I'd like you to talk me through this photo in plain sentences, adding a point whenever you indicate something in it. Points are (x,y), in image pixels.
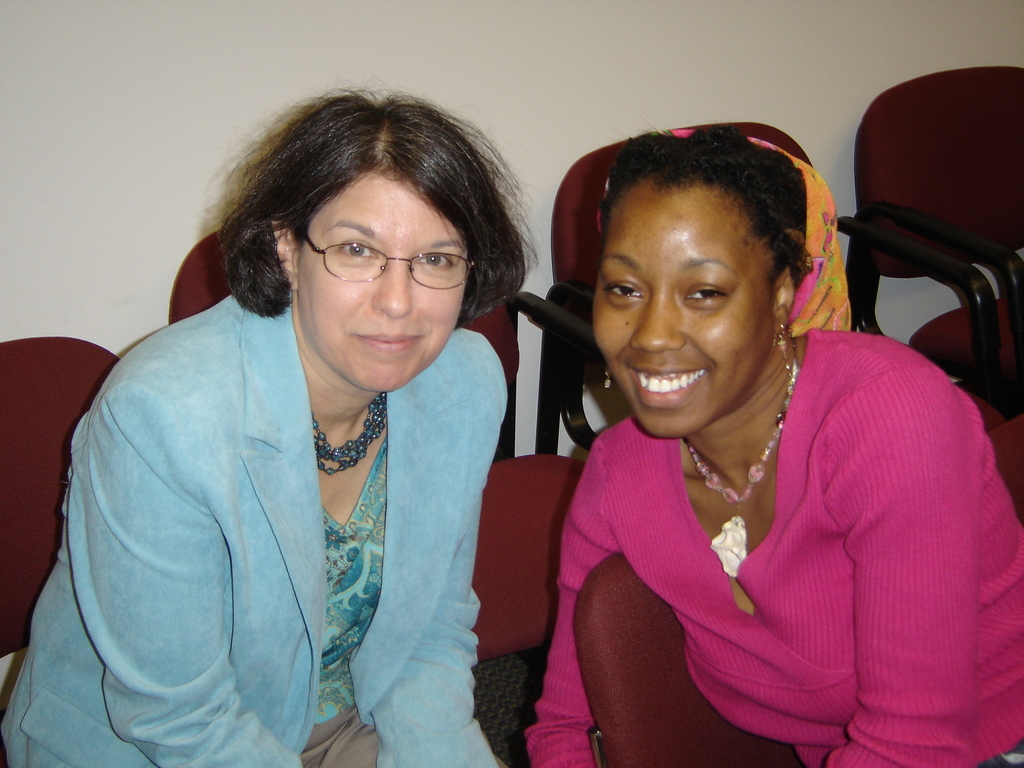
In this image we can see two women (465,402) sitting. And we can see the chairs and the wall (479,105).
